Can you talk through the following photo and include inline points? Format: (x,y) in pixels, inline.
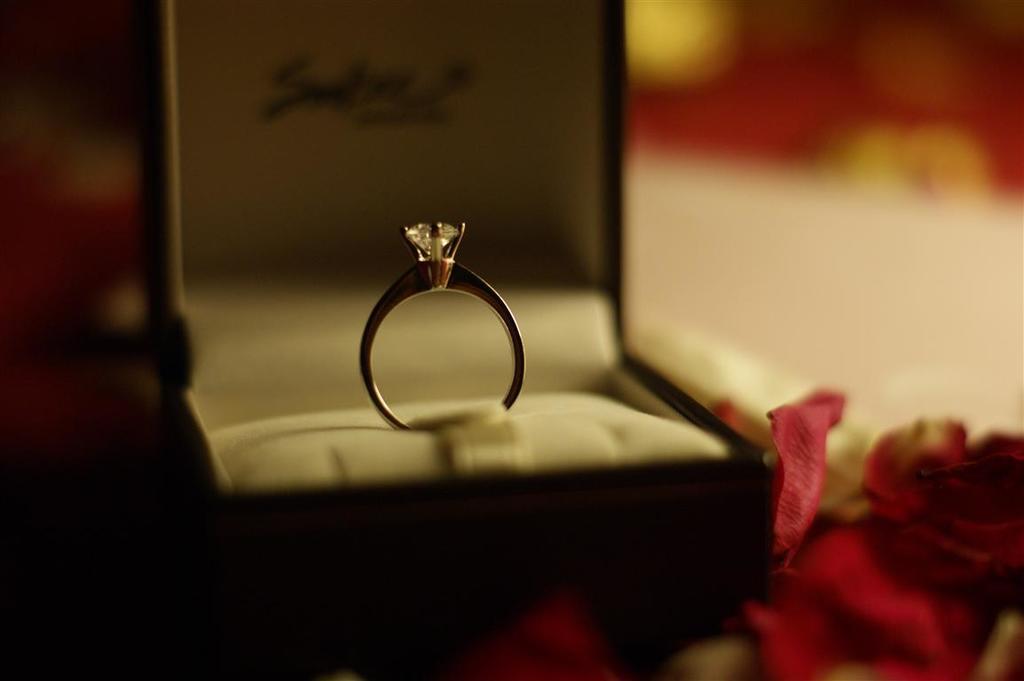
In this picture we can see a ring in the box (469,472). There are few roses petals (797,493). Background is blurry.
